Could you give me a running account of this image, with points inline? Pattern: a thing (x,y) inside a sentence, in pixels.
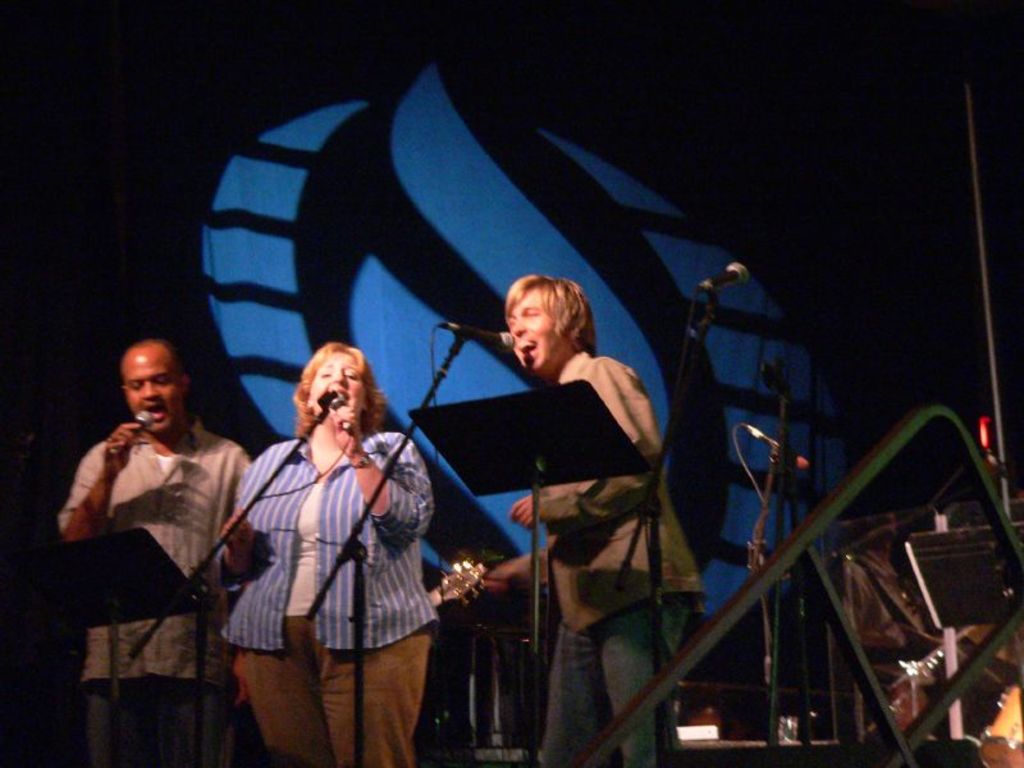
In this image we can see three persons (332,377) are standing, here a man (533,359) is singing, in front (546,396) here is the stand (569,394), beside a woman (275,458) is standing, and holding the microphone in the hands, beside a man (101,474) is standing, he is wearing the shirt (151,492).
